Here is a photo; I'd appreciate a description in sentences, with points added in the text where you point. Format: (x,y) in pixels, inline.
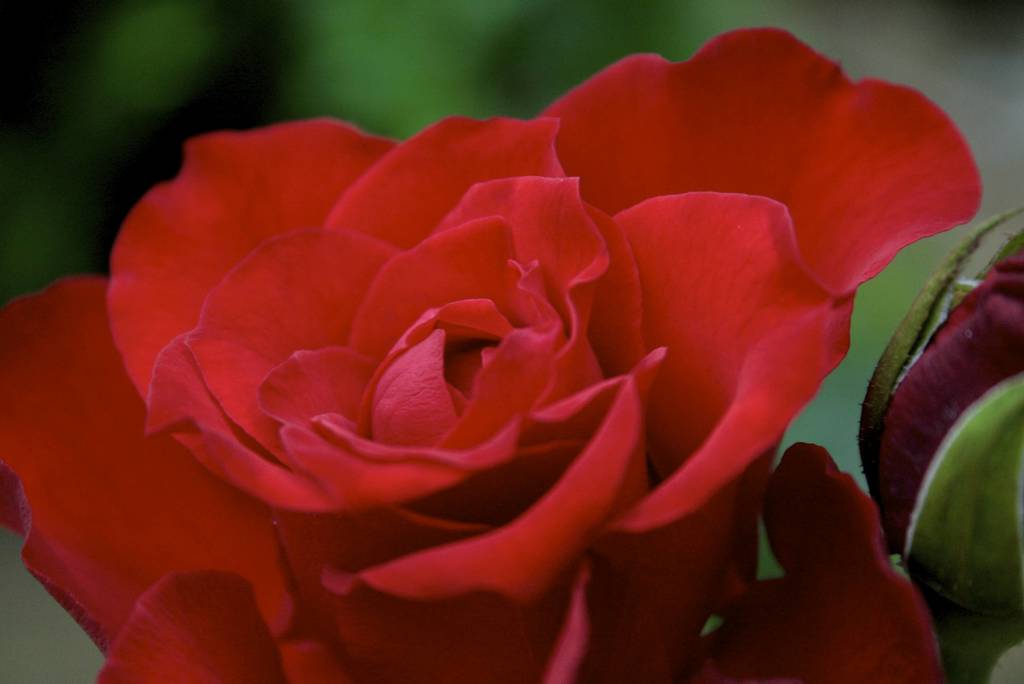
In this picture I can see a flower (588,285) which is of red color and I can see a bud (882,397) on the right side (963,410) and I see that it is blurred in the background (294,59).
